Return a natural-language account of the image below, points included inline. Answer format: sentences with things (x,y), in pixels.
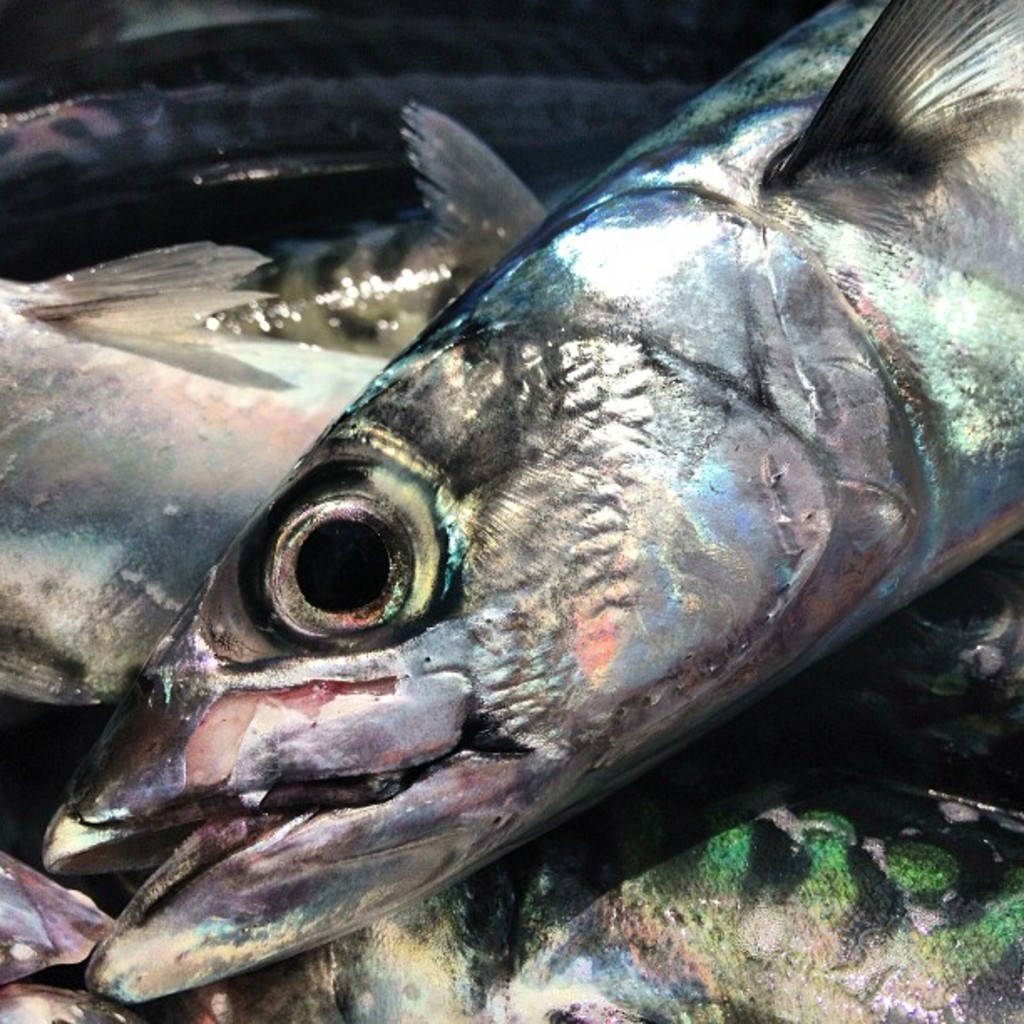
In this image we can see a group of fish (835,423).
